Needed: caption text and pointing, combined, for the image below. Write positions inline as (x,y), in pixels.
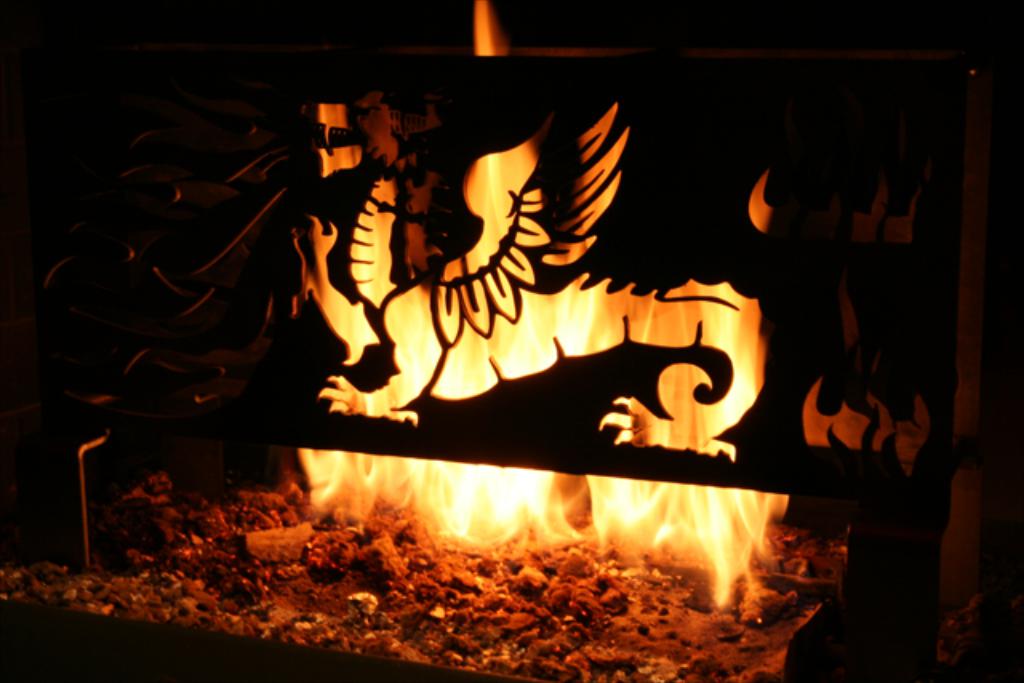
In this image we can see a fireplace (523,482) with a stand (460,408).
